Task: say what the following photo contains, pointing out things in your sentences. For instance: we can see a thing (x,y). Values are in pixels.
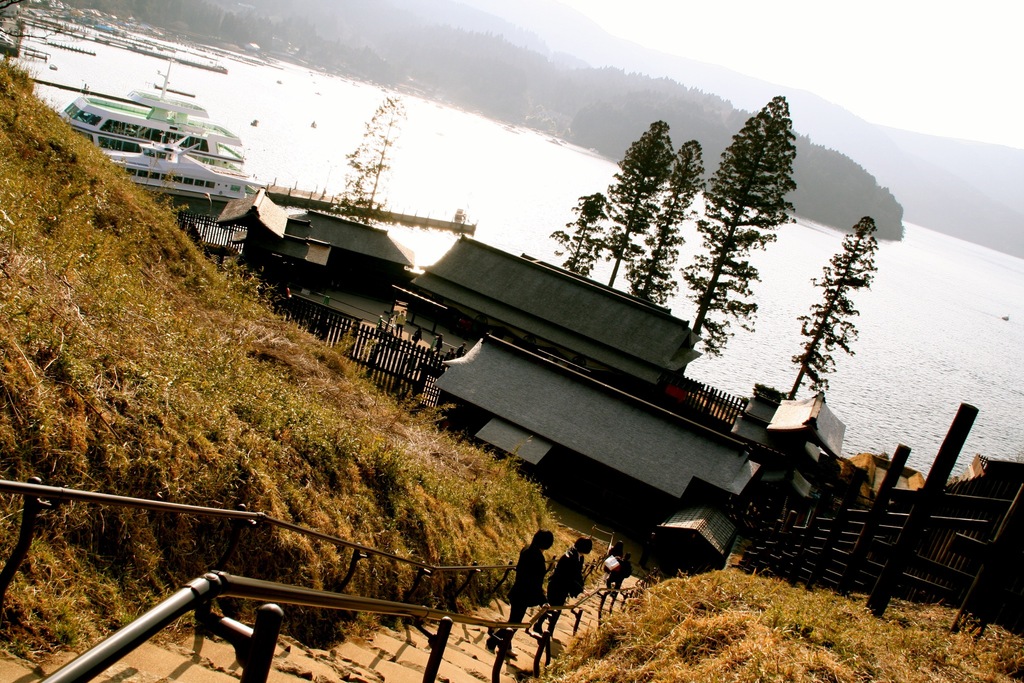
We can see people (518,566), steps (425,649), railing (430,661), grass (303,546), sheds (338,235), fence (326,325) and trees (574,257). We can see ships (226,132) and water (512,175). In the background (189,41) we can see trees (628,88), hills (423,29) and sky (868,54).
